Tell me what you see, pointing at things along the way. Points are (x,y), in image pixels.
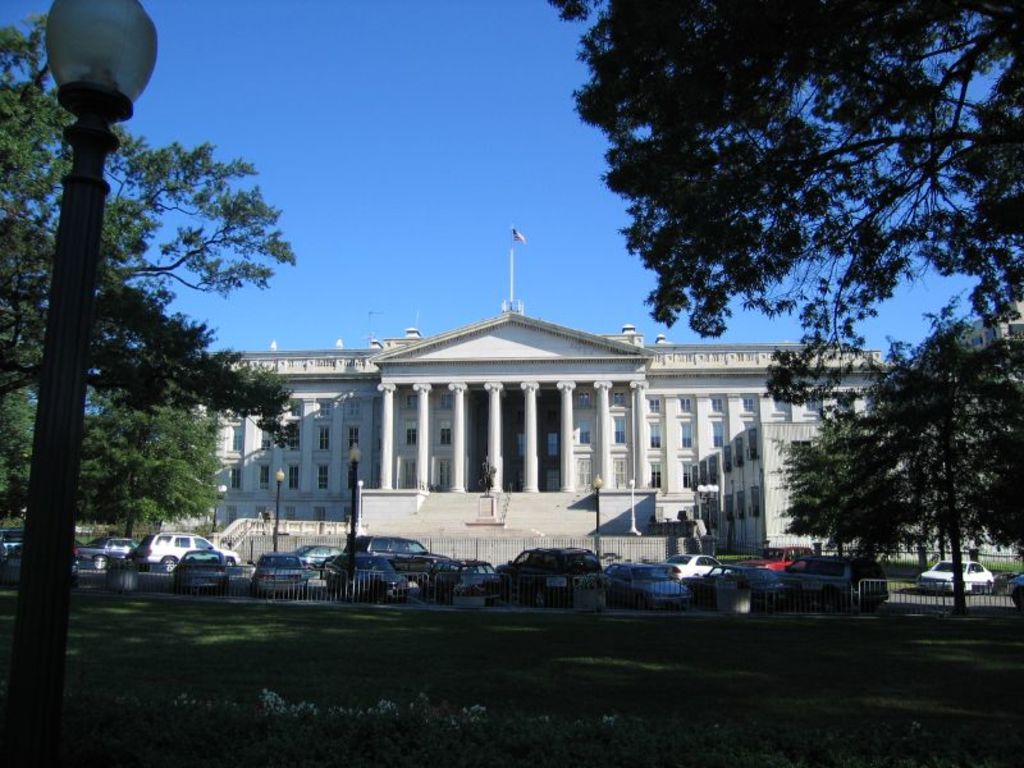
In this image we can see group of vehicles (809,592) parked on the ground (159,581). In the center of the image (664,433) we can see group of light poles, a building (668,452) with windows (716,430), pillars (605,444) and a flag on a pole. In the foreground of the image (605,609) we can see a fence (605,609) and some plants (458,708). On the left (149,276) and right side of the image (949,432) we can see some trees (133,250). At the top of the image (431,107) we can see the sky (431,107).
